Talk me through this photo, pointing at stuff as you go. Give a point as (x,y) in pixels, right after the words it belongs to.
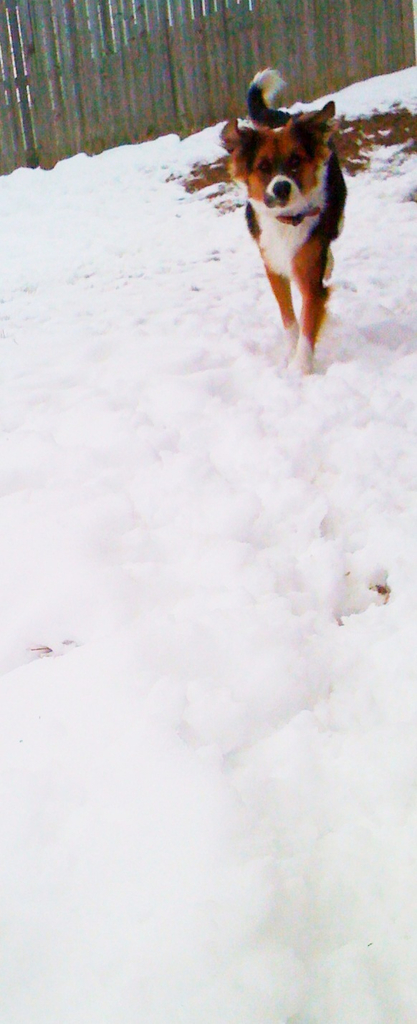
This picture is clicked outside. In the center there is an animal (274,190) seems to be walking on the ground (135,224), the ground (156,336) is covered with the snow (171,145). In the background (126,44) we can see the objects (176,53) which seems to be the wooden planks (137,55) and we can see some object (382,128) on the ground (395,126).
